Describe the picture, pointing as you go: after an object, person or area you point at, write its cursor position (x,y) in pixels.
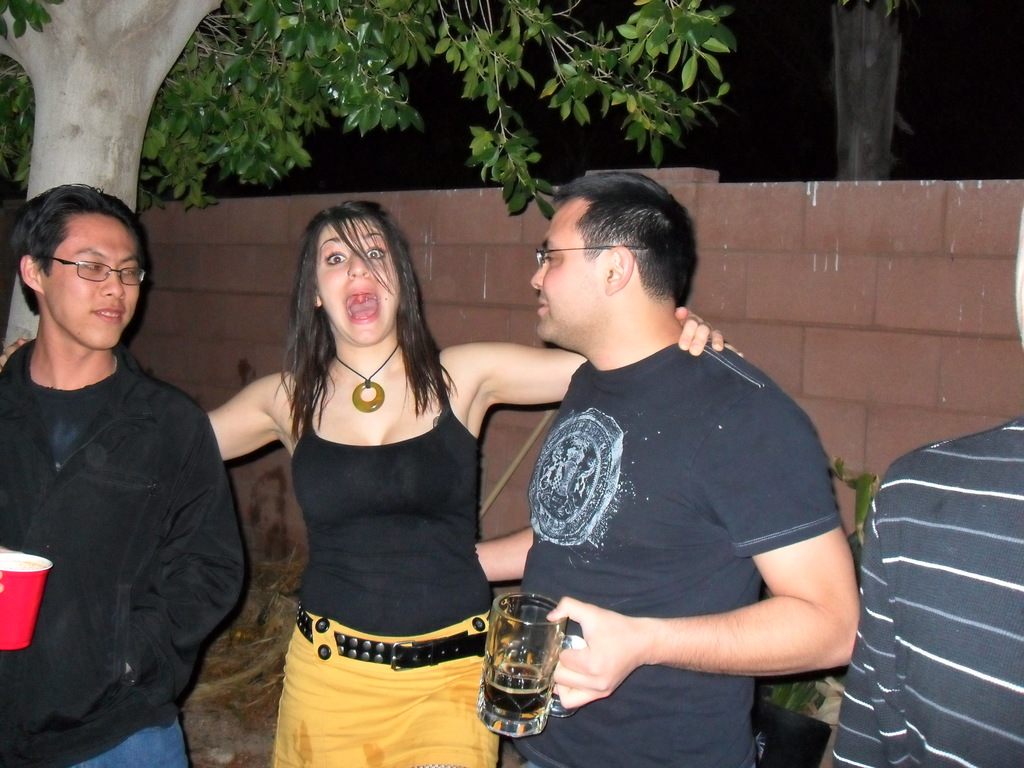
In this picture there are people (773,509), among them there two men (705,473) holding glasses (20,596) and we can see plant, wall (874,216) and tree (630,106). In the background of the image (874,85) it is dark and we can see tree trunk (888,94).
